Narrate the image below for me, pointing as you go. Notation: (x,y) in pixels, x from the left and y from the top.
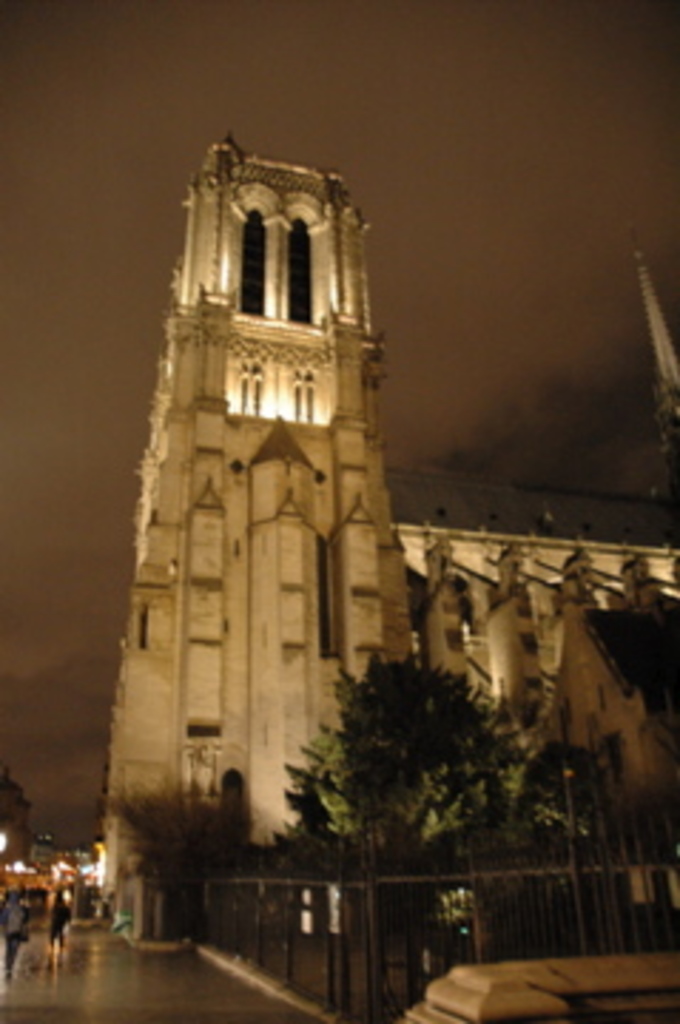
This picture might be taken from outside of the building (122,877). In this image, on the left side (4,923), we can see group of people (8,898) are walking on the road (8,988). In the middle (400,546), we can see some trees (417,718) and buildings (556,652). In the background (17,869), we can also see some buildings (45,865), lights (86,867). On the top (469,13), we can see a sky (455,103) and a spire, at the bottom (14,1013) there is a road (63,999).
